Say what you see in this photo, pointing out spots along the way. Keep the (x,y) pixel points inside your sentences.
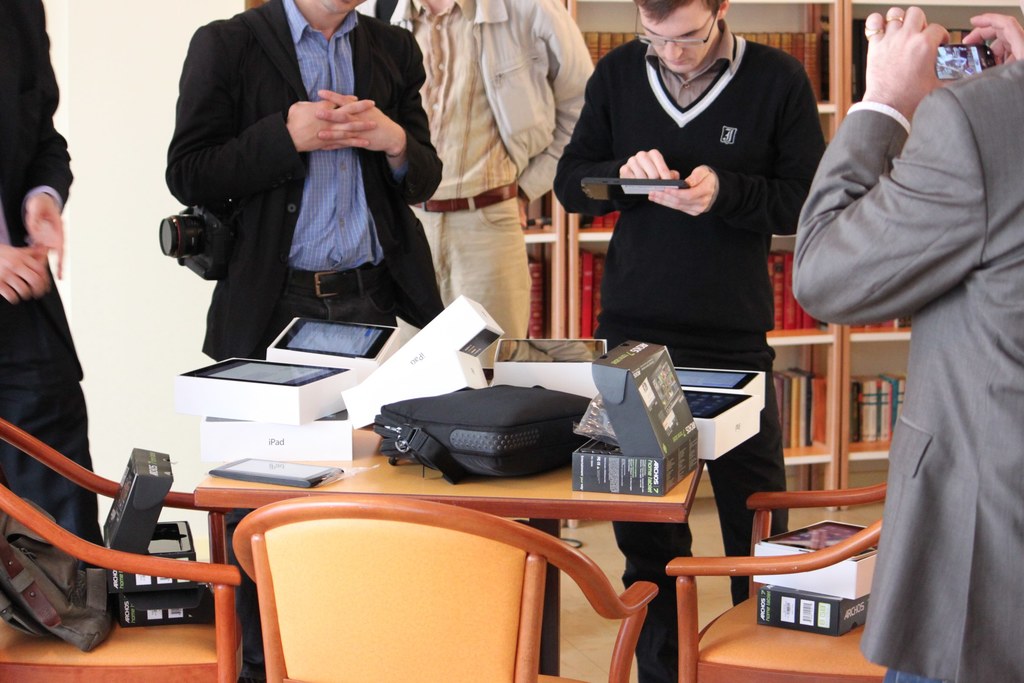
In this picture there is one person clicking the images of ipad (343,424) kept on the brown table (370,482).
